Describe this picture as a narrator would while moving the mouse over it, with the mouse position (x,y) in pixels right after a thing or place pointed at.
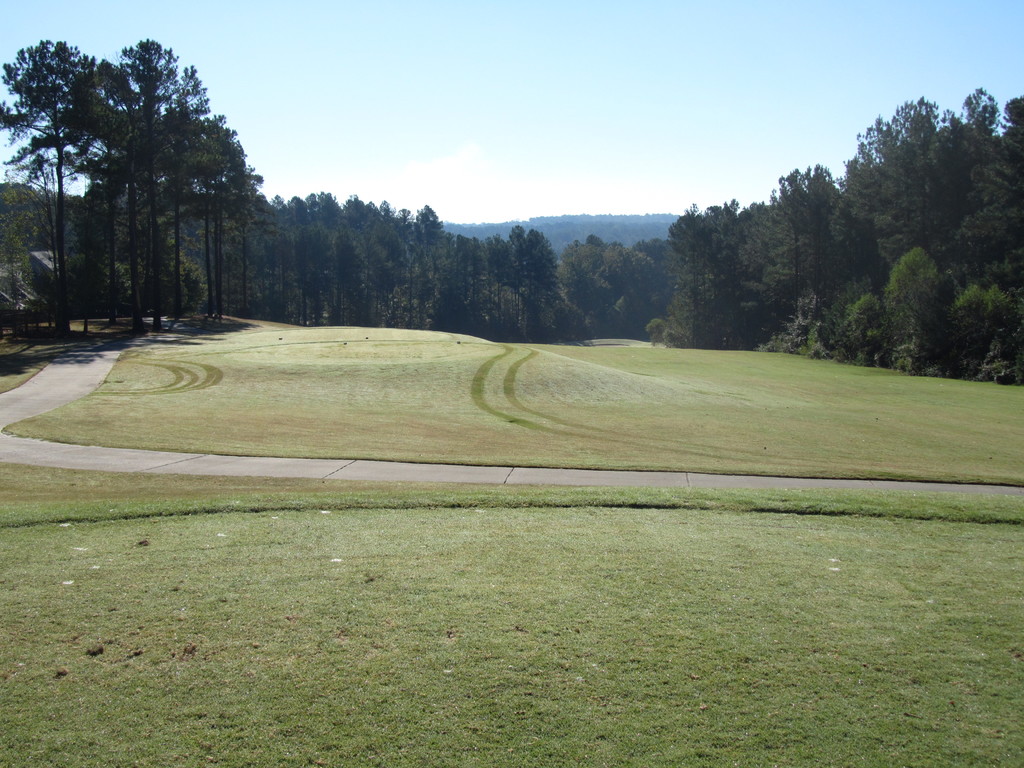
In front of the image there is a road (484,476), besides the road (439,468) there is grass (395,553), in the background of the image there are trees (418,314) and mountains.
